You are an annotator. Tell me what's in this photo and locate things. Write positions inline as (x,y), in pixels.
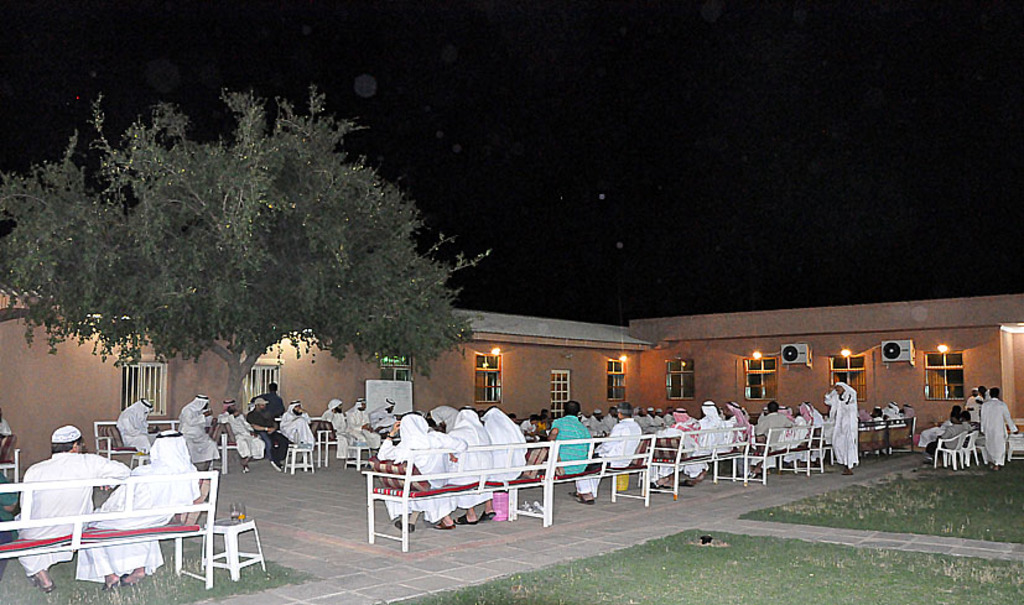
There are people (347,436) sitting on the benches (97,440) as we can see at the bottom of this image (508,483). We can see a building (551,367) and a tree (238,270) in the middle of this image (342,339). It is dark at the top of this image (543,189).
